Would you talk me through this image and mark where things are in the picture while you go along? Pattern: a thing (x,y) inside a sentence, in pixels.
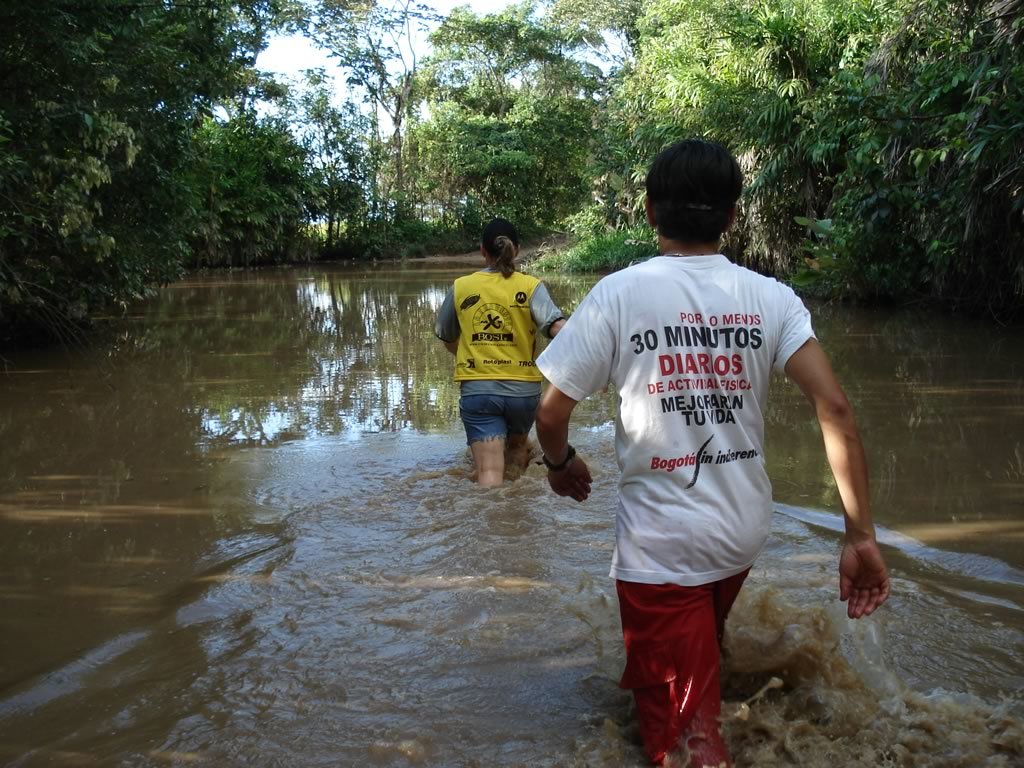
In this image, we can see a lady (456,308) and a man (699,551) walking in the water (408,602) and in the background (531,191), there are trees (849,154).
